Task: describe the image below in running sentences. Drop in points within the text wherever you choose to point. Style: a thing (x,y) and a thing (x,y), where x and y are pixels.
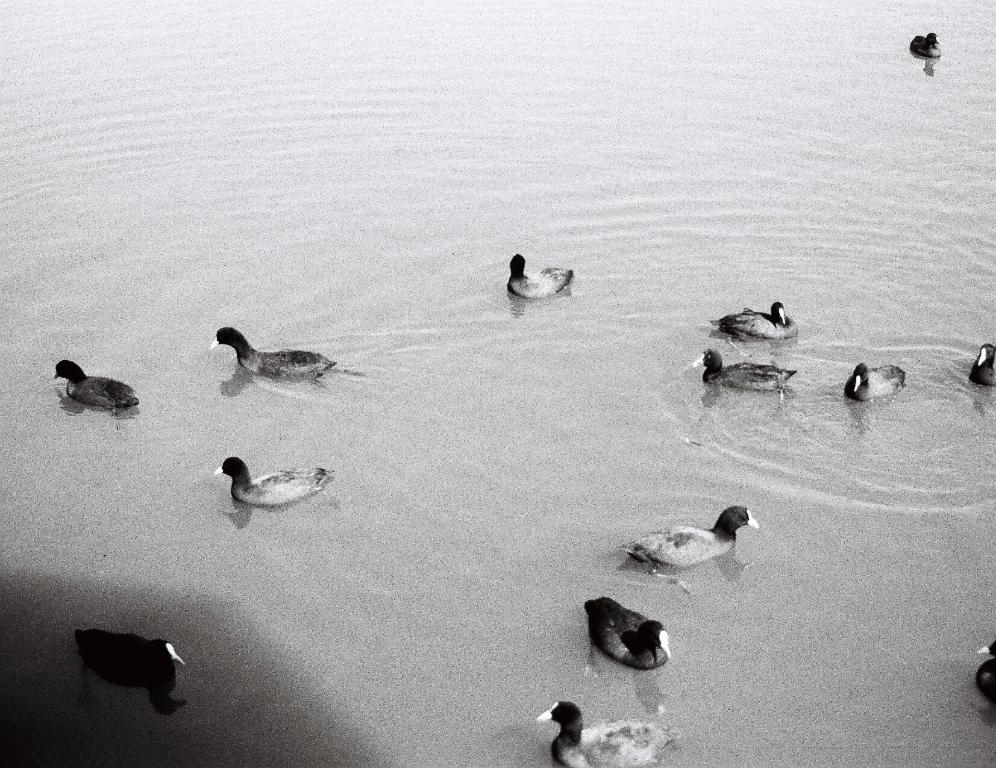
This is a black and white image. There is water (277,178) and many ducks (296,498) are swimming in the water (695,375).
